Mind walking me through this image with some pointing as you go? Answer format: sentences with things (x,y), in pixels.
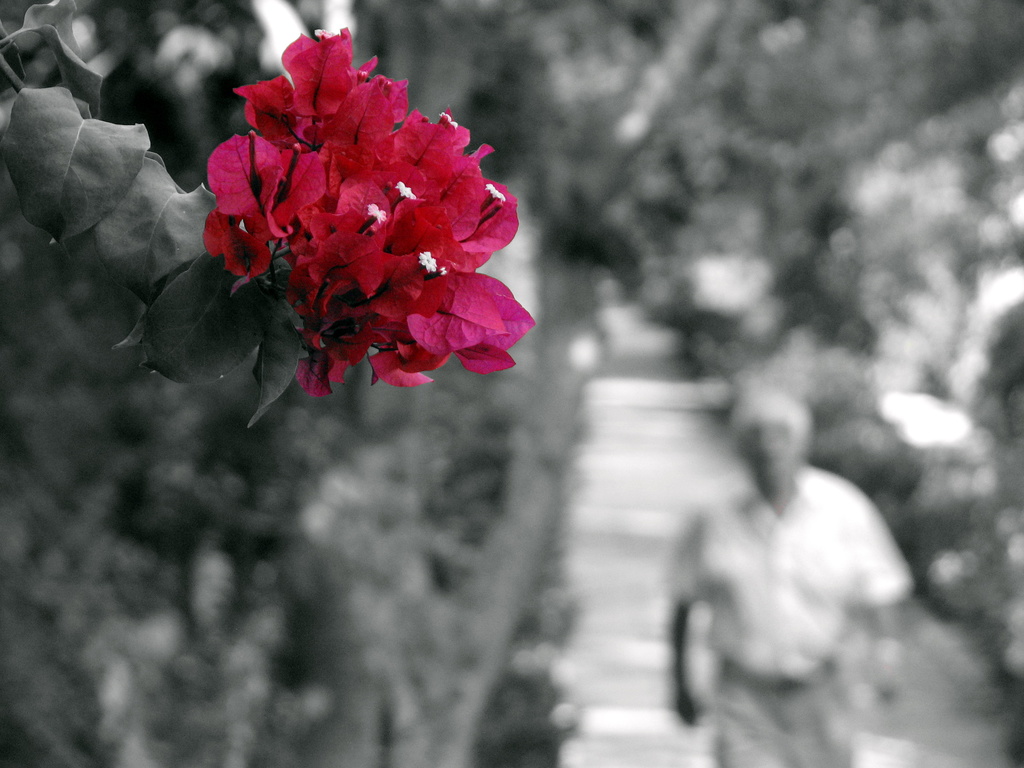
In the front of the image (327,209) there are flowers (320,222) and leaves (122,181). In the background of the image (788,434) it is blurry and there is a person (776,525).
